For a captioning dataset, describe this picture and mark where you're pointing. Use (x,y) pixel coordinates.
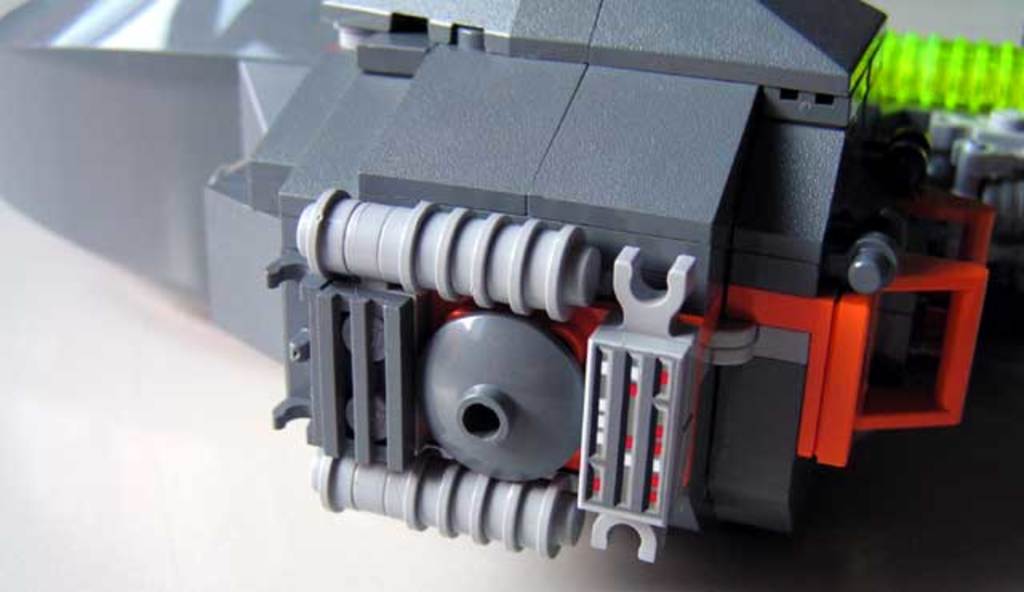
In the foreground (384,172) there is one toy (451,236), at the bottom (124,414) there is table (153,420).
